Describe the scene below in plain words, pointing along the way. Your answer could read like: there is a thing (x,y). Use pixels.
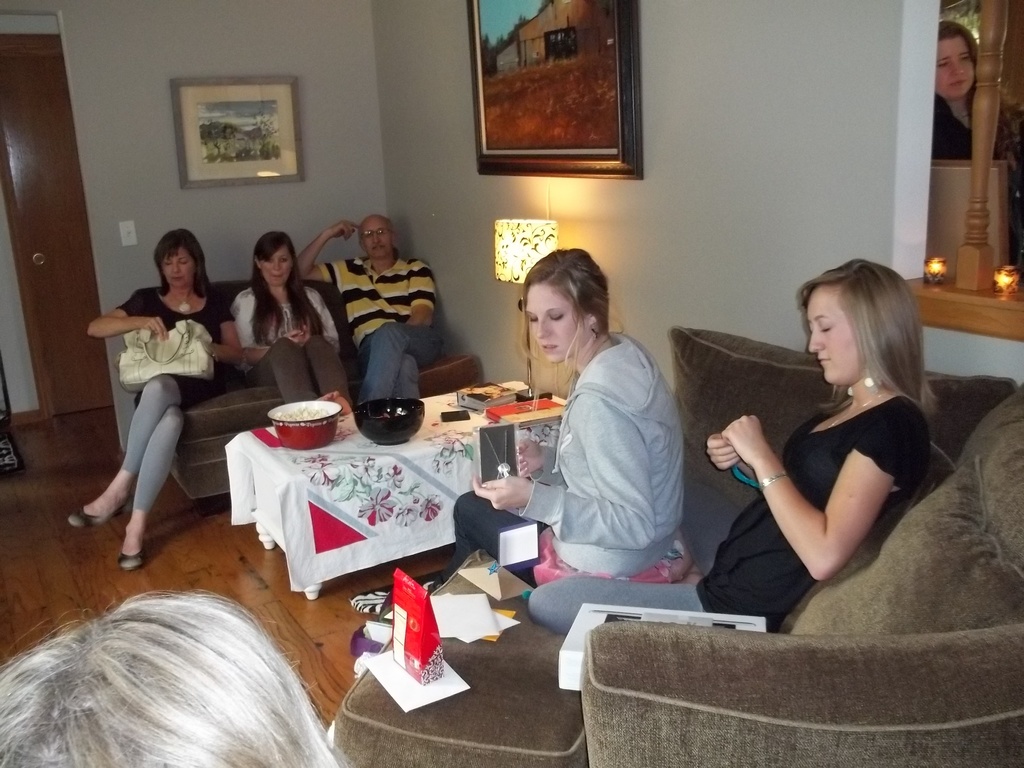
This picture is taken in a room (872,624), There are some sofas (761,640) which are in brown color, There are some people (665,484) sitting on the sofas (697,453), In the middle (387,512) there is a table (377,474) covered by a white color cloth (396,465) on that table (405,458) there are some red and black color bowls (383,430), In the background (513,297) there is a gray color wall (194,73) and there is a picture (250,125), In the left side (65,246) there is a brown color door (13,144).
